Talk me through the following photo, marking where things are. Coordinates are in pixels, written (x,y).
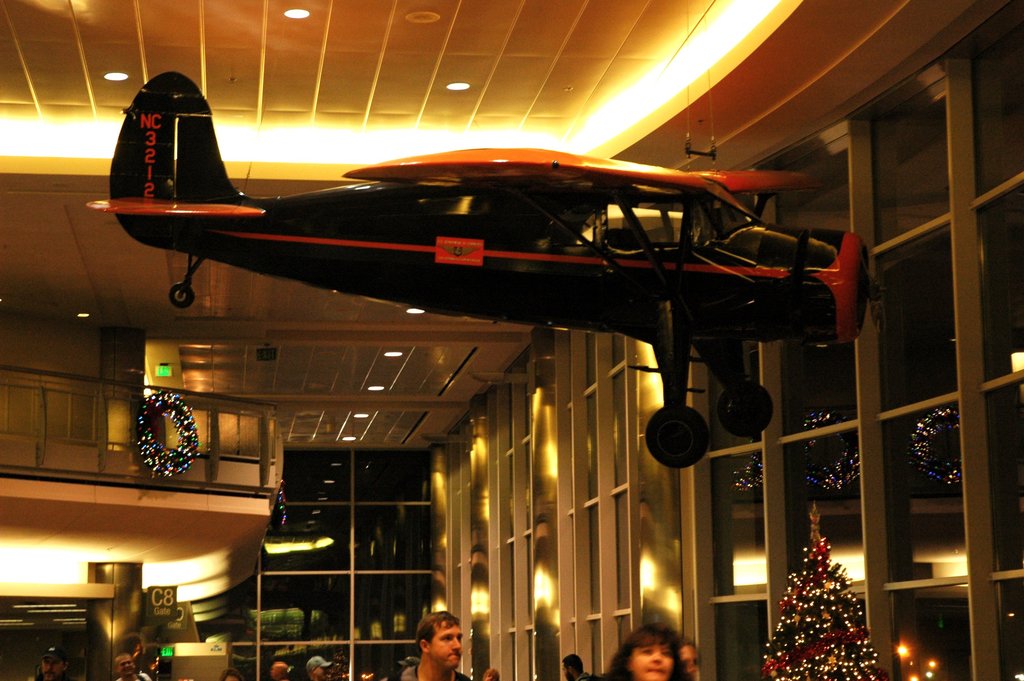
In this image we can see artificial aircraft (435,217), lights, railing (244,427), decorative objects (156,424), windows (357,478) and we can also see people (142,666) standing.
